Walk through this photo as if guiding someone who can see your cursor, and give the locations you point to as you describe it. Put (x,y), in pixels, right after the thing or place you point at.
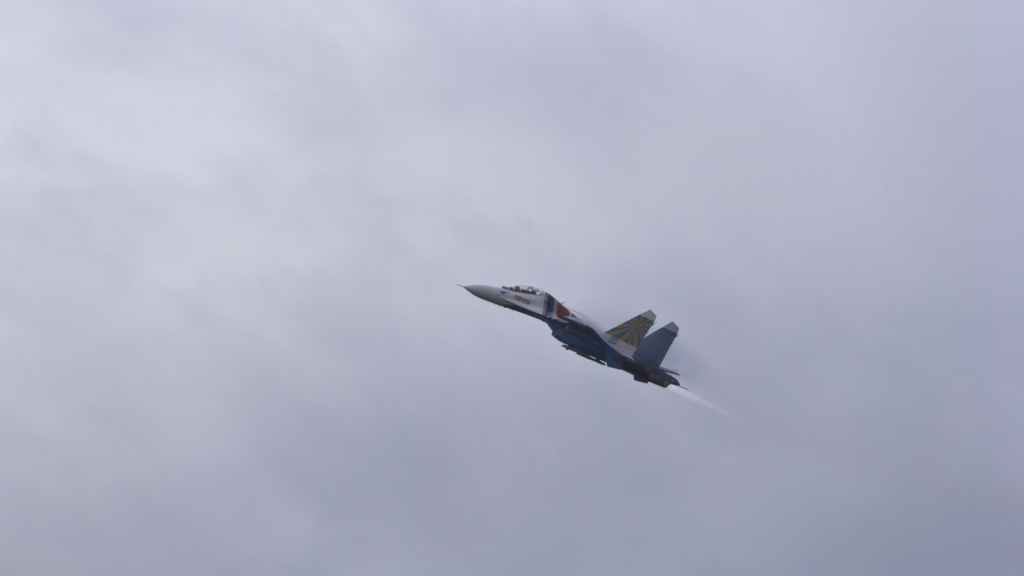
In this picture we can see fighter jet plane (662,381) flying in the air (214,312). Behind we can see the sky (537,251) and clouds (530,240).
